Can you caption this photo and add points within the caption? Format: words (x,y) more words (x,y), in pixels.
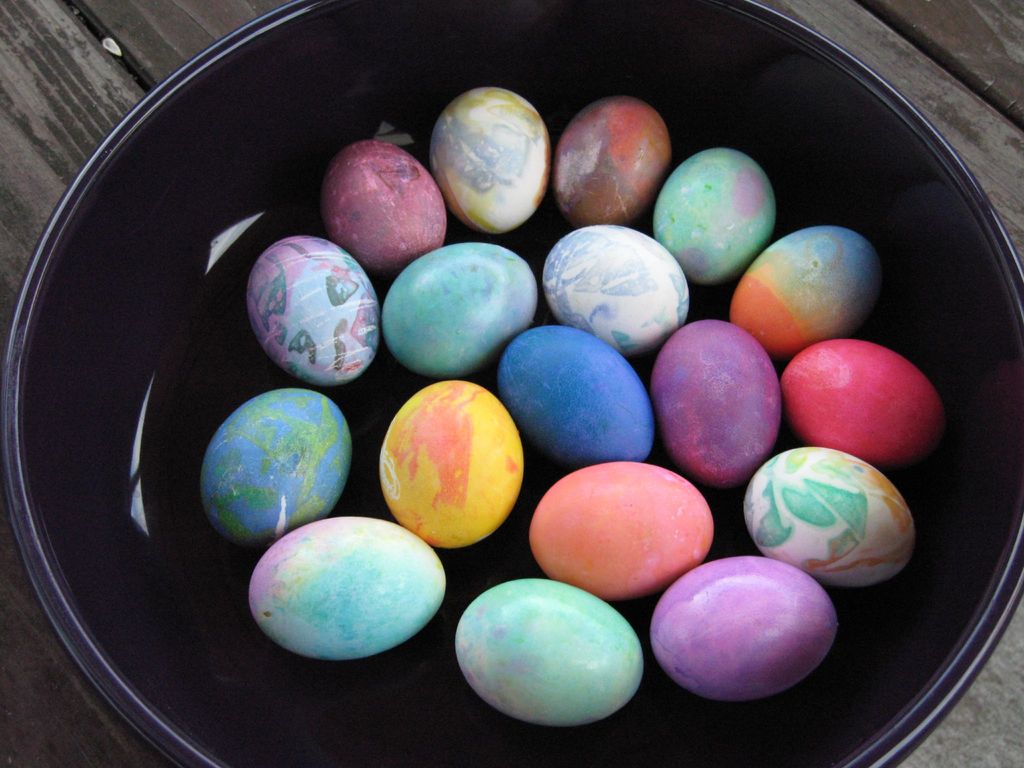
There are colorful eggs (425,371) kept in a black color bowl (328,102) as we can see in the middle of this image (361,479). This bowl (553,120) is kept on a wooden surface (109,87).
